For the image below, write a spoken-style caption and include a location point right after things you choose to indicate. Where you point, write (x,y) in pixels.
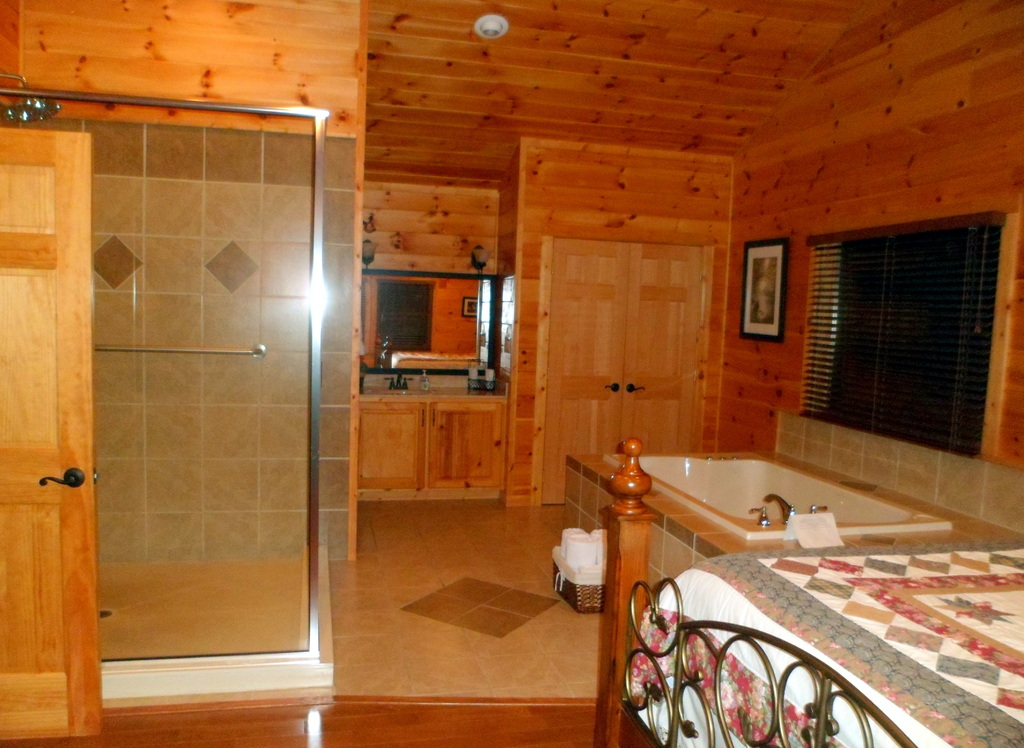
In this picture there is a room (467,510) in which we can observe a bed (794,660) and a bathtub (720,501) here. There is mirror (436,324) attached to the wall (441,265). A window (869,321). Here we can see a door (46,419).
